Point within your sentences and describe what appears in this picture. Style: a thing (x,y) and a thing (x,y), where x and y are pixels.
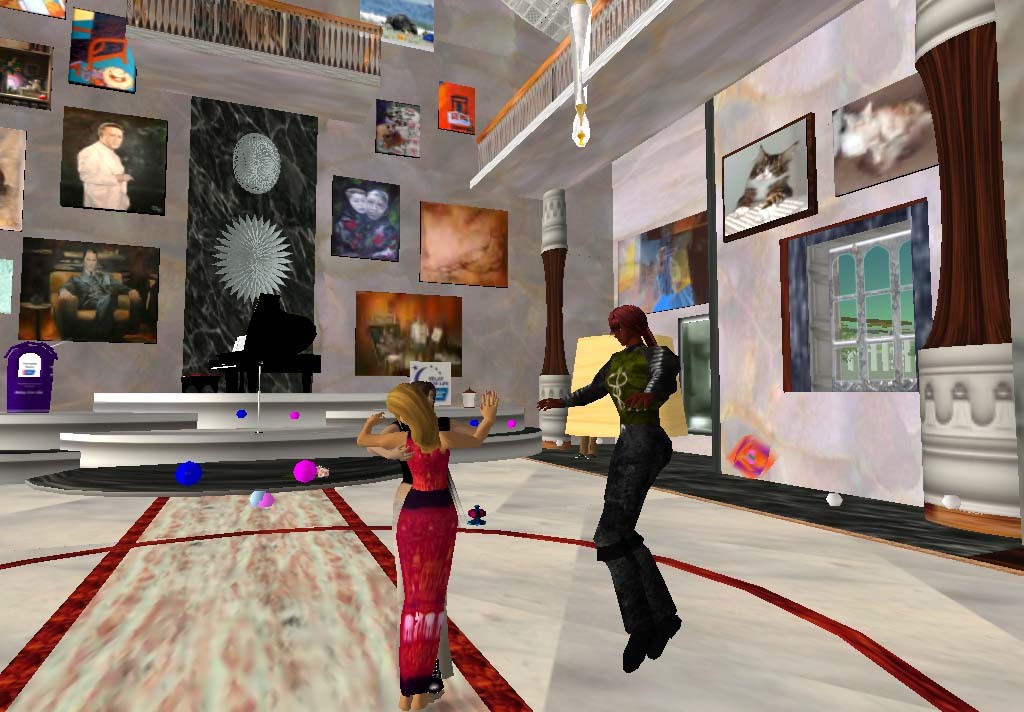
This image is an animated image. At the bottom (556,635), there is a floor (730,614). In the front (406,547), there are three persons (449,527). In the background (88,192), there are many frames (78,170) and posters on the wall (656,317). On the right (832,342), there is a window (847,324) beside that there are pillar (998,354). At the top (368,77), there we can see a balcony (552,118).
